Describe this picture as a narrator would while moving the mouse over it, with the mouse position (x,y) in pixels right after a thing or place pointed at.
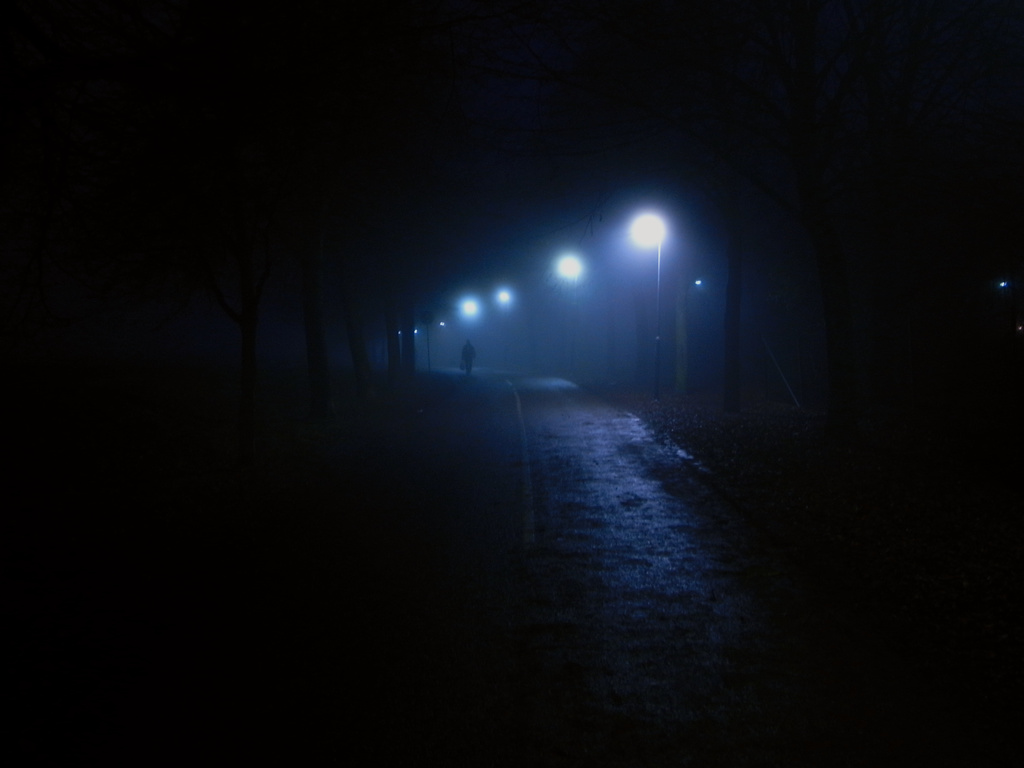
It is a dark image. In this image, we can see a person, walkway (541,418), street lights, pole (427,342), board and trees (392,355).
